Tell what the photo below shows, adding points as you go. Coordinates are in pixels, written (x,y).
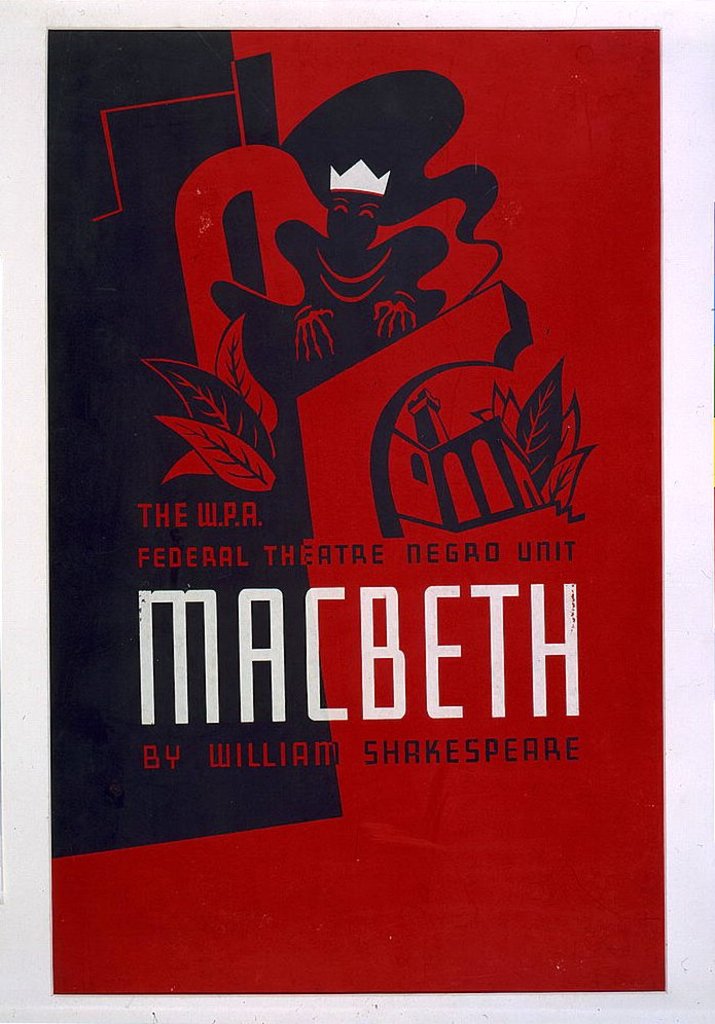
In the image there is a red poster (498,396) with some pictures (509,396) and texts (176,692).
